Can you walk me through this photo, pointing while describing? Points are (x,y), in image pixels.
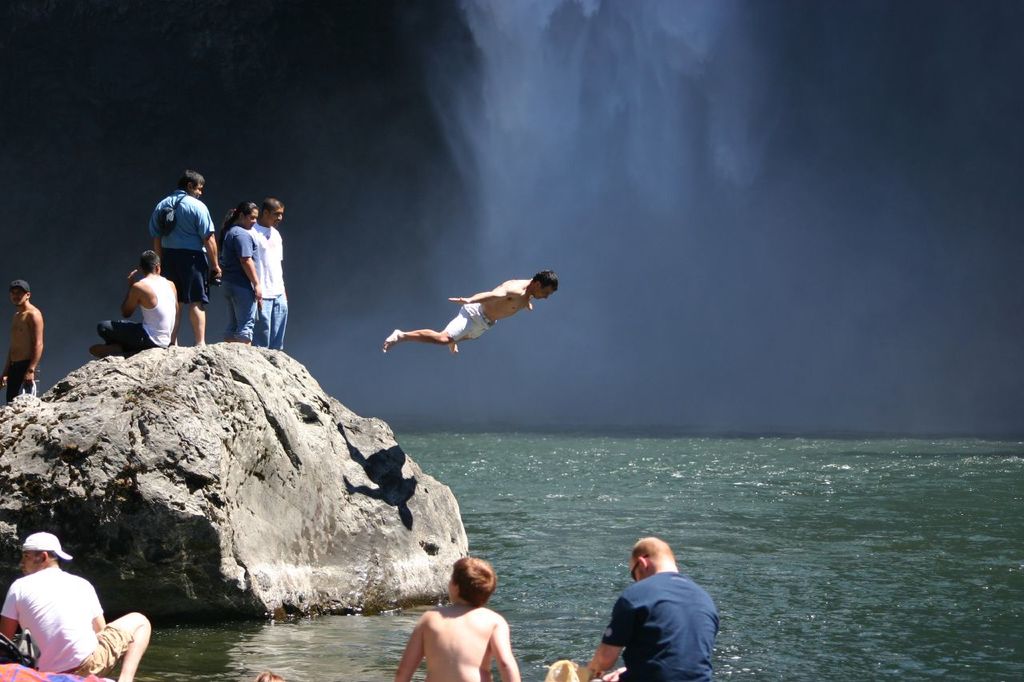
In this image we can see persons (173,288) sitting and standing on the rock (207,410). Beside the rock (207,410) we can see a man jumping into the air (436,302). In the foreground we can see water (595,491) and some persons (103,617) sitting on the ground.
